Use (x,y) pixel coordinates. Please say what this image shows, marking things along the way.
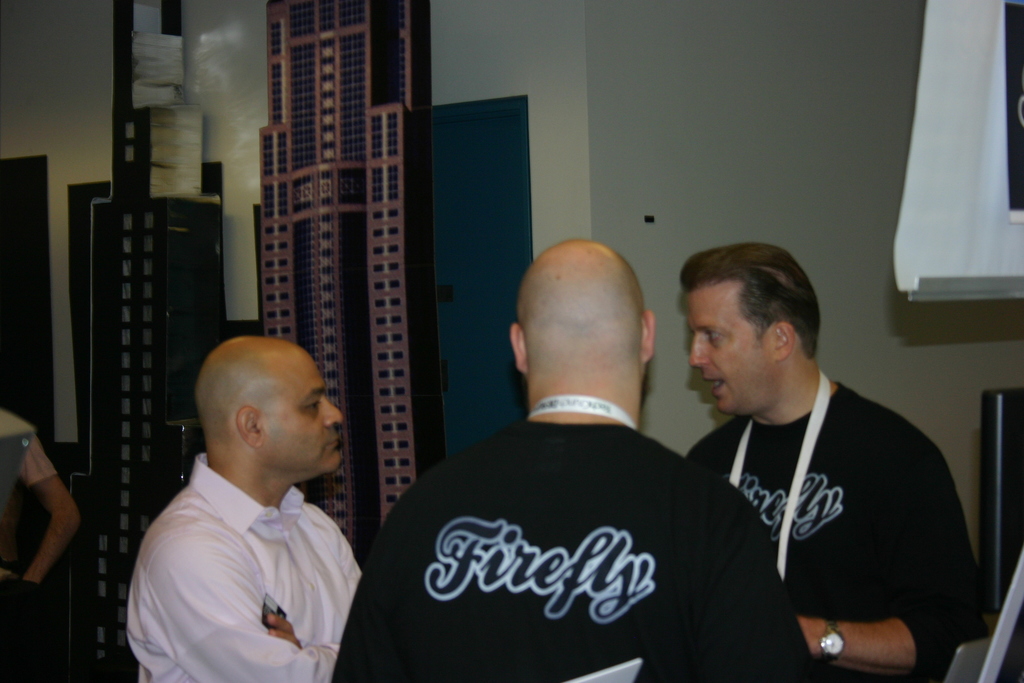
In this image I can see two persons (624,538) wearing black colored dresses (520,558) and a person (258,600) wearing white colored dress (229,600). In the background (729,75) I can see the wall (701,67), a person (4,526) standing and few other objects (309,317).
